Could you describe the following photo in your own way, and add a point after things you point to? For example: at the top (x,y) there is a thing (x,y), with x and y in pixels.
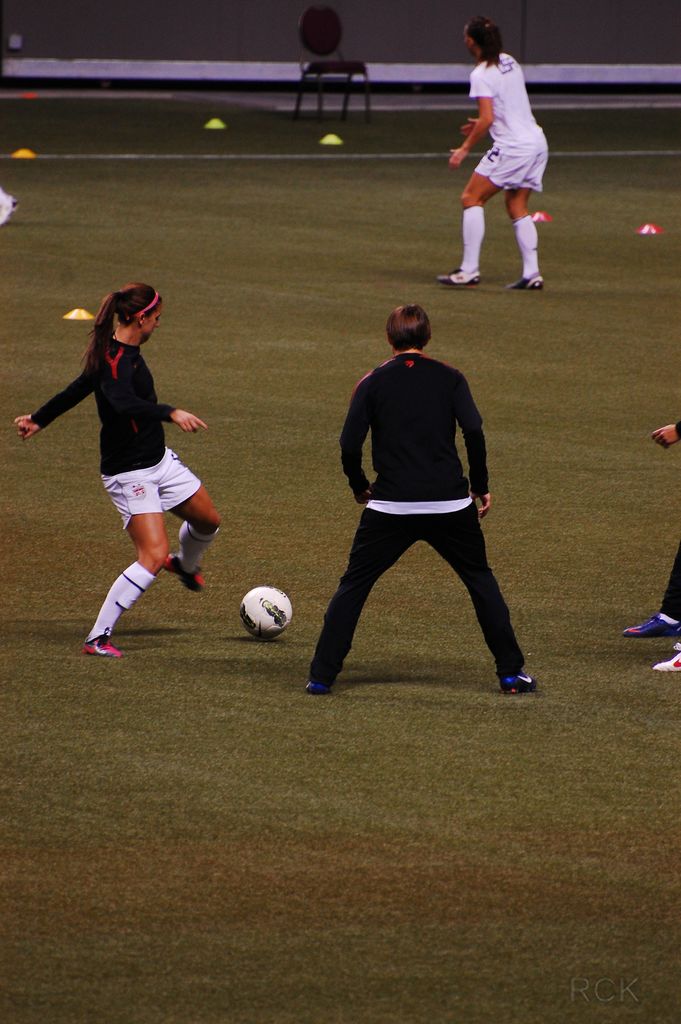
On the left (124,327) there is a woman (151,503), her hair (130,308) is long, she is playing football. In the middle (418,513) there is a man (425,455) he wear black t shirt (418,451) and trouser (476,612). On the right (495,159) there is a woman (498,133) she wear white t shirt (501,110) and shoes (460,275). In the middle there is a chair (319,73). This is a football stadium (331,104).
